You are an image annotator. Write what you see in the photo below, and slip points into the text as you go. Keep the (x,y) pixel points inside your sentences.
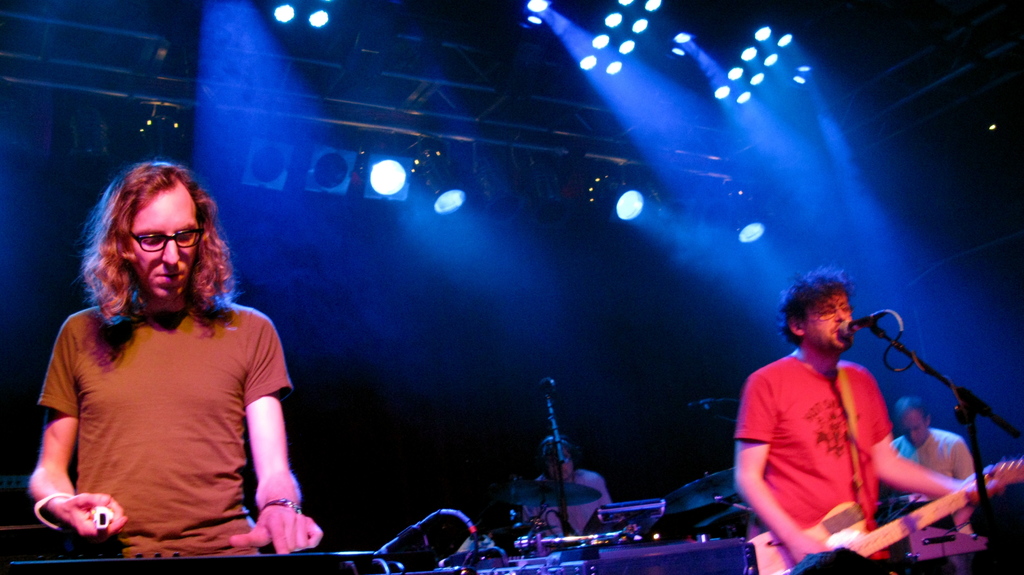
In this image, we can see persons (871,427) wearing clothes (176,391) and playing musical instruments (892,527). There is a mic (868,324) in the bottom right of the image (1010,427). There are lights (622,50) at the top of the image (608,45).
